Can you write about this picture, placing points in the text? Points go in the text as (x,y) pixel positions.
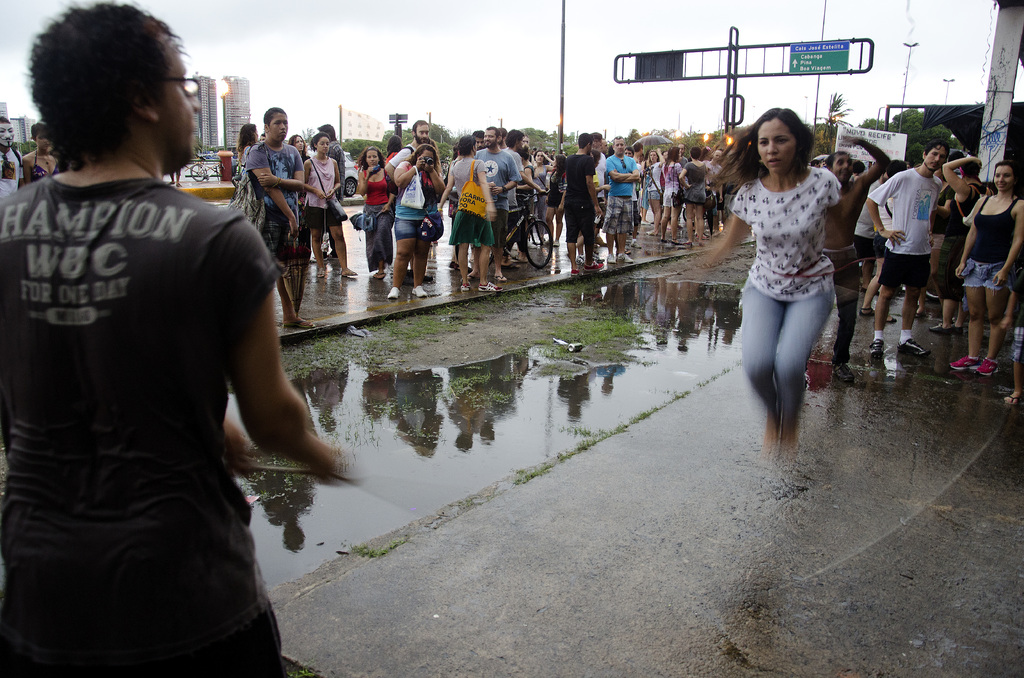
In this picture we can see a group of people (406,265) are standing and a woman (746,184) in the white t shirt (782,296) is jumping on the path (800,460). Behind the people (647,204) there are poles (735,73) with directional board (820,63), trees (390,135), buildings (239,114) and a sky (424,67).
